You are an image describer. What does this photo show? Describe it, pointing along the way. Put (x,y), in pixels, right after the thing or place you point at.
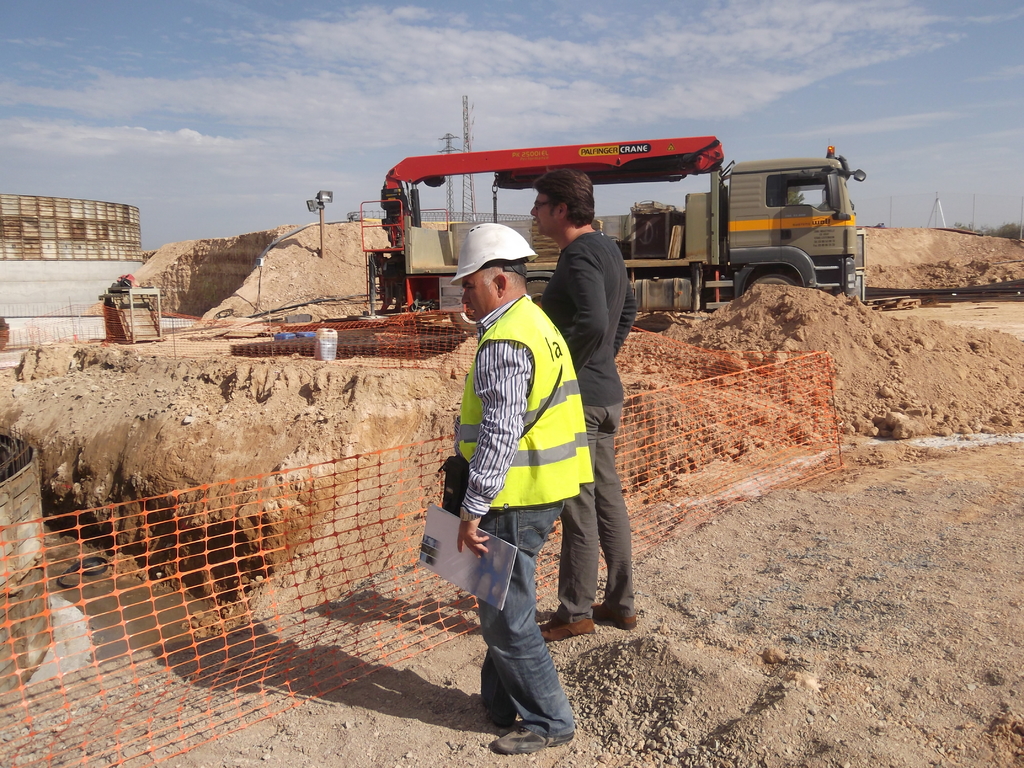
In this image I can see two people (552,221) standing one is wearing a helmet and holding a pad (503,546) in his hand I can see sand (921,537) all over the area. I can see a crane (856,177) and area under construction (85,343) and I can see the sky (68,45) at the top of the image (237,17).
